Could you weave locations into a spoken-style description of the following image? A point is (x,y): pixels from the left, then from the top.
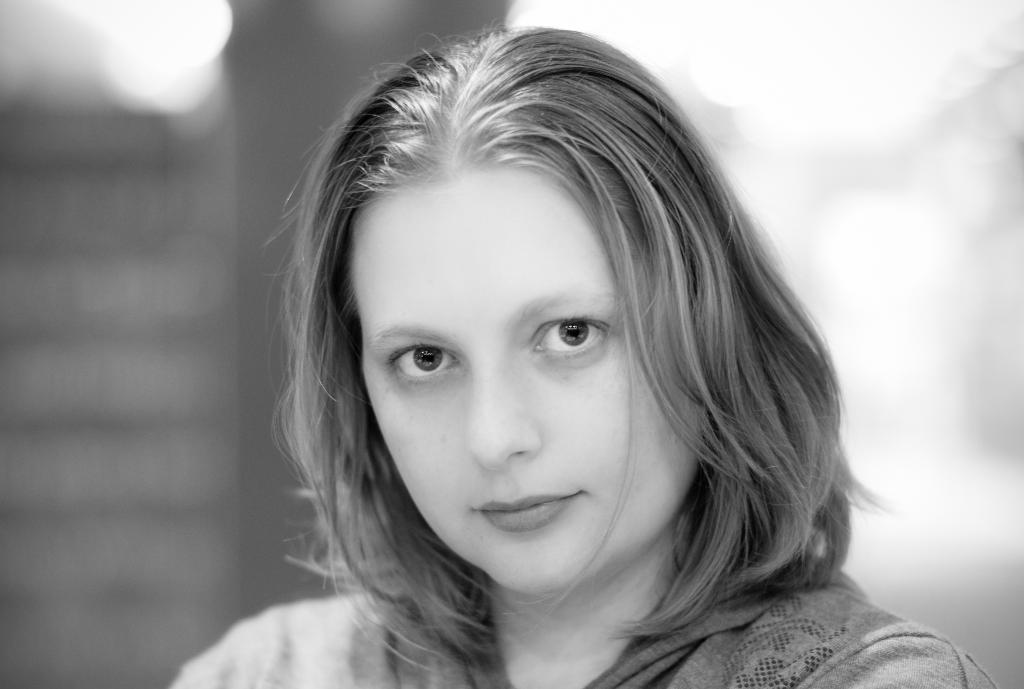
In the image in the center (436,410) there is a woman (573,511). In the background (160,531) we can see wall (86,230) etc.
